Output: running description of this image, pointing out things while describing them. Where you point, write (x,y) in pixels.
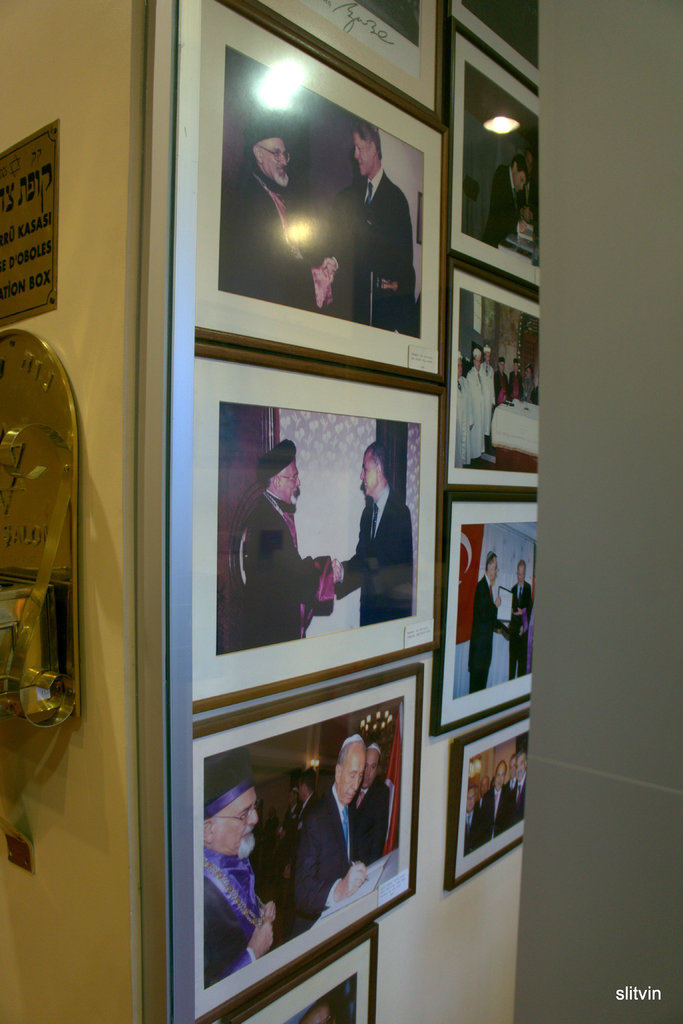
In this image we can see photo frames (254,617) attached to the wall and a name board (52,236).
